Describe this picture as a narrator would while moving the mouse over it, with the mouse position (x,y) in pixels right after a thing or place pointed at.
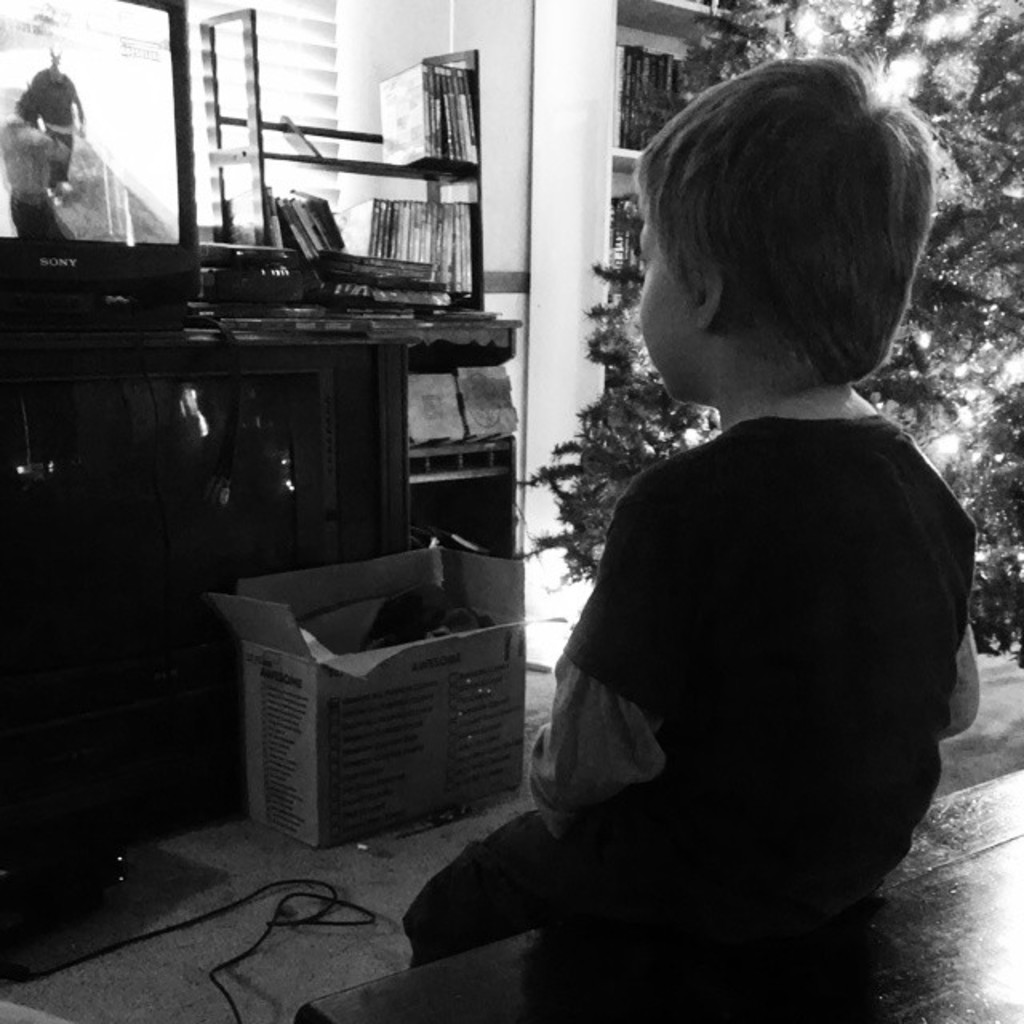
This is a black and white picture. Here is a boy (800,744) sitting on the bench (924,948). This is a cardboard box (447,718). This looks like a television (30,212) placed on the television stand (58,419). These are the books (390,150) placed on the rack (400,173). This looks like a Christmas tree (971,414).
